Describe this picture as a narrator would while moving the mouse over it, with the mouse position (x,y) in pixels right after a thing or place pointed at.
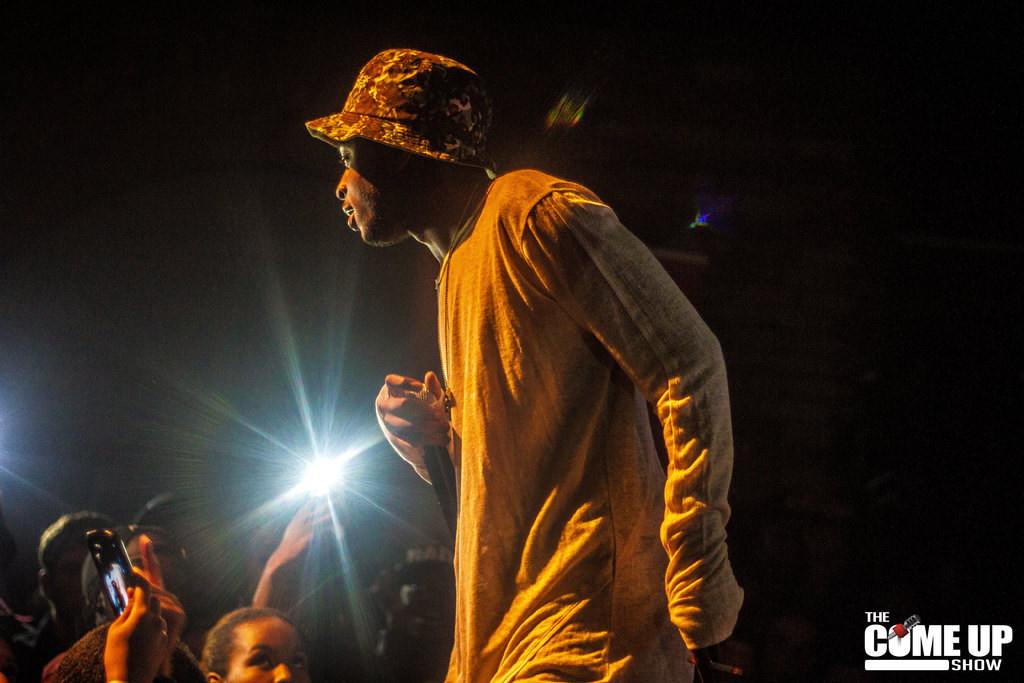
In the center of the image (456,365) there is a person (687,529) wearing a cap (459,146) and holding a mic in his hand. In the right side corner of the image there is some text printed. At the left side (151,668) corner of the image there are people (72,518).
